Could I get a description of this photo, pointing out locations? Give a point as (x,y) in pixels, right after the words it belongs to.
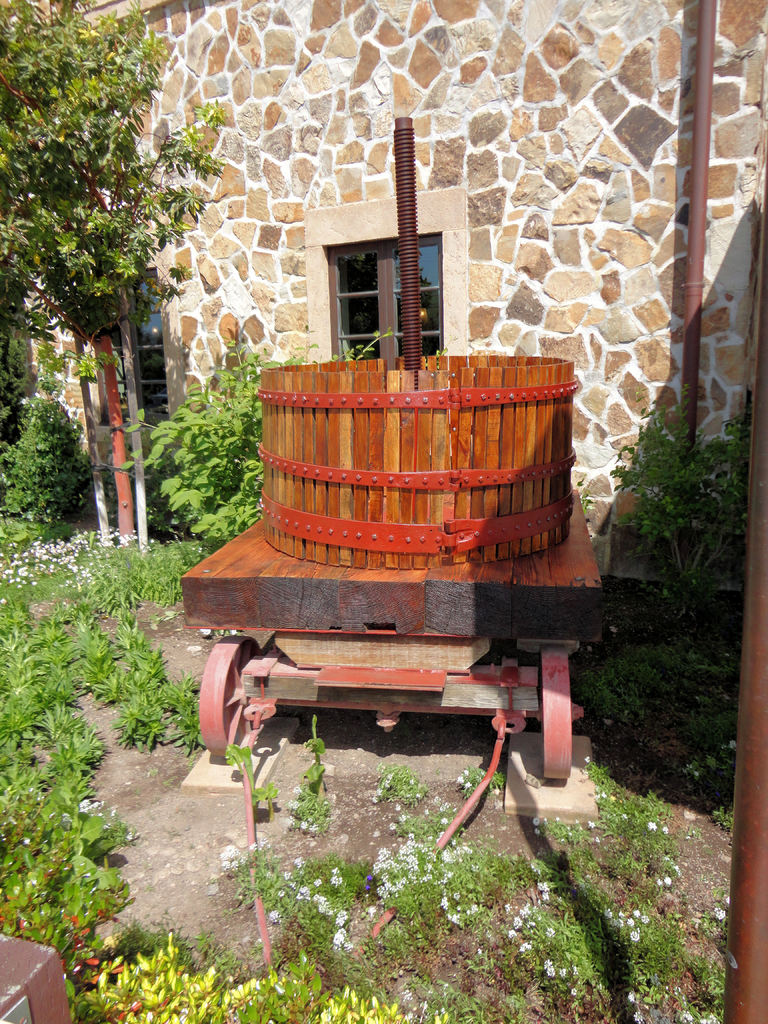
In this picture I can see grass (328,934), plants (82,663), flowers (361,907), there is a vehicle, and in the background (229,334) there is a wall (236,256) with windows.
